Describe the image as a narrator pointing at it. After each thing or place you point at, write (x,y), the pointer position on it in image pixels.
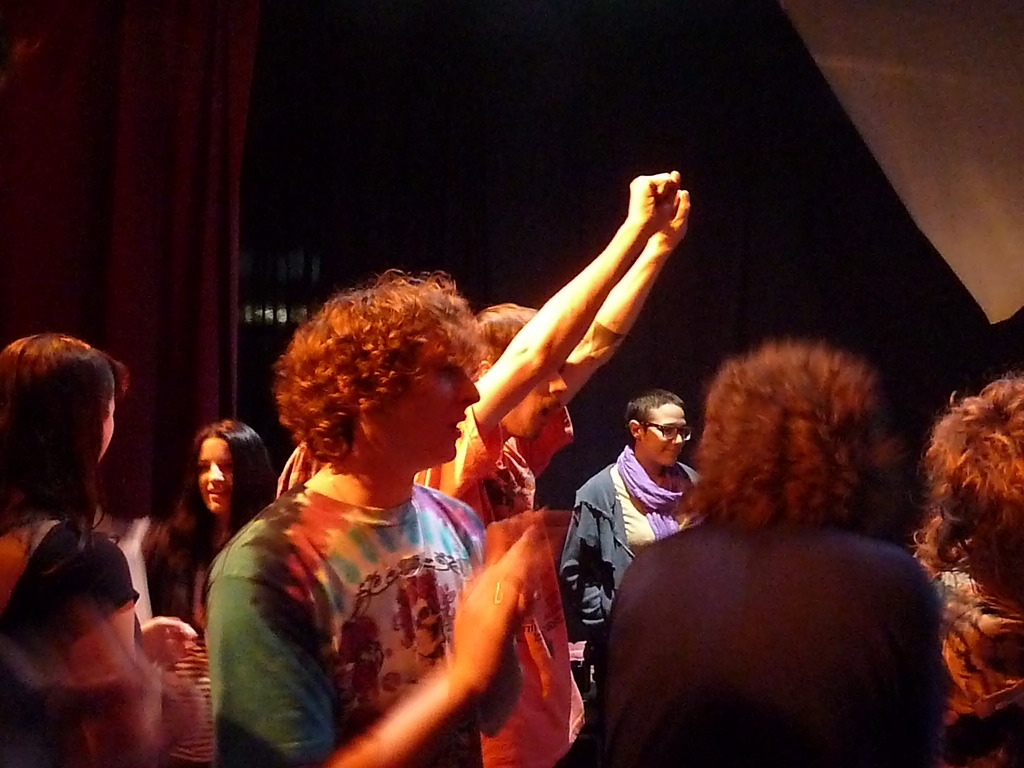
In this picture there are group of people (423,620). In the center (467,305) there is a person (414,628) wearing a colorful shirt (404,653) and he is facing towards the right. Before him, there is another person (623,730) in black dress (723,720). Towards the left (48,600) there is a woman (191,551). In the background (214,442) there are people (611,316) and a curtain (517,251).
